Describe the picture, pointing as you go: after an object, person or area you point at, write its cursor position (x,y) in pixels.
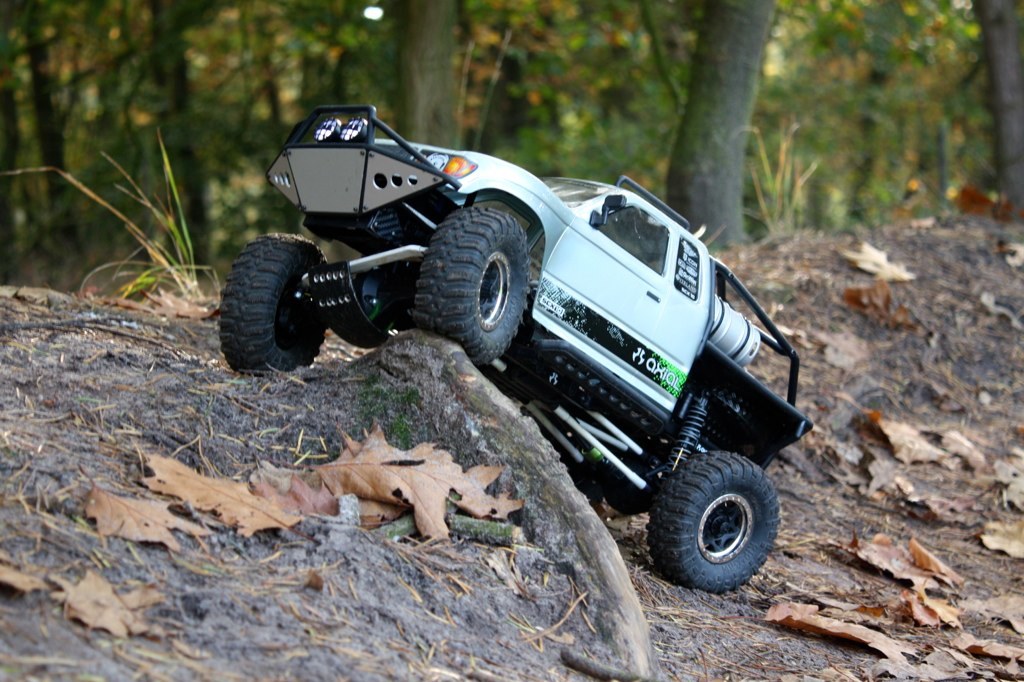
In this image we can see a toy car (465,328), there are leaves (134,612) on the ground (566,627), there are trees (416,113), grass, and the background (14,130) is blurred.
